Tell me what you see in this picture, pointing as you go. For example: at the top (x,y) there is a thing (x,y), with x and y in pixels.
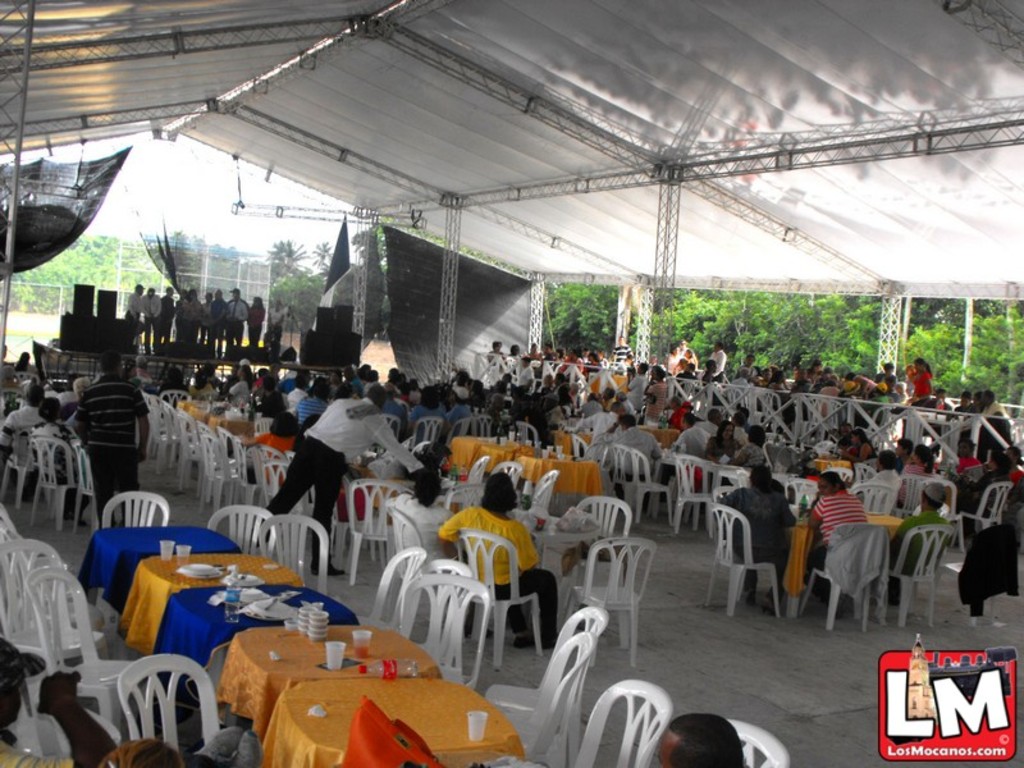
These are the dining tables (181,404) and chairs (585,617), few people (689,754) are sitting on this. On the left side (243,347) there is a stage (301,346), few people (222,320) are standing on it.
